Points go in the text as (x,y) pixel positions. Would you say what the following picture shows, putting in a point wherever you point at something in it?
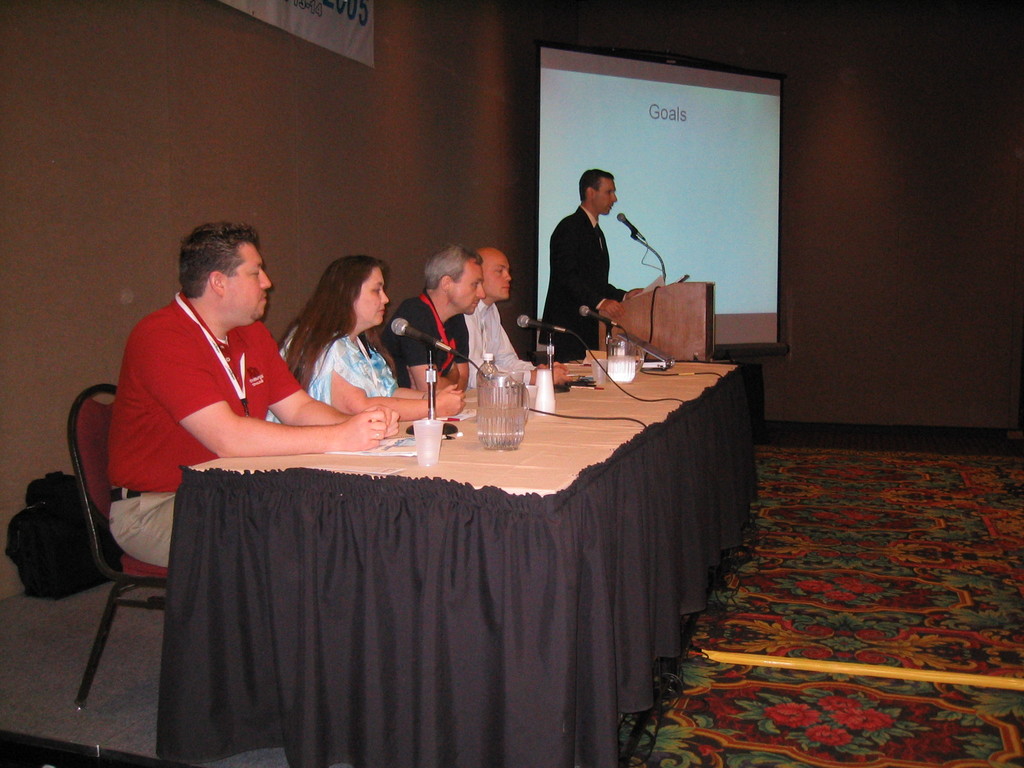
On the left side (312,359) there are few persons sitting on the chairs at the table (445,490) and on the table (480,485) we can see water bottles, papers (410,446), microphones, glasses (426,426) and other objects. In the background (661,224) we can see a banner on the wall (423,43), screen (676,141) and a man (611,197) is standing at the podium (645,295) and there is a microphone (662,260) and papers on the podium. On the left side (68,540) there is a bag (57,546) on the floor (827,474) and on the right side (975,688) there is a pole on the carpet (812,755) on the floor (2,623).
